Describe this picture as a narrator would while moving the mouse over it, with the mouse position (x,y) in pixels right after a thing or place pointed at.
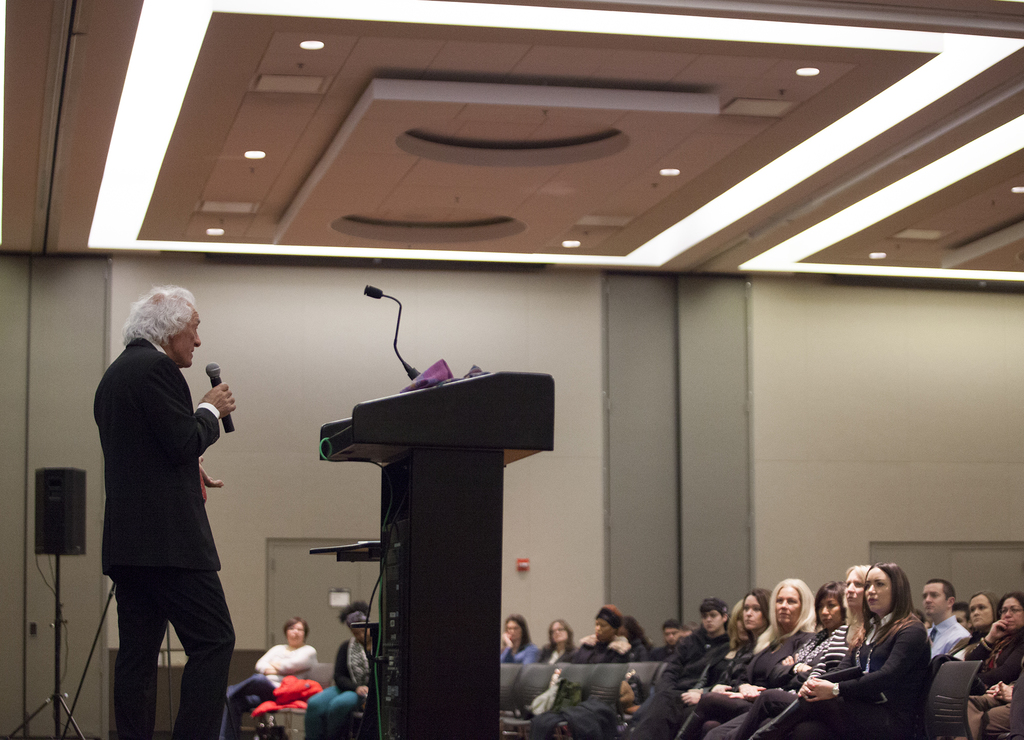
In this image on the left side (146,454) there is one person (144,316) who is standing and he is holding a mike (216,371) it seems that he is talking. In front of him there is one podium (393,438) and mike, and on the right side (895,670) at the bottom (804,667) there are some people (689,668) who are sitting on chairs (955,667). In the background (357,524) there is a wall (32,588), speaker (71,543), pole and wires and also there are two doors (307,586). On the top (364,118) there is ceiling (621,150) and some lights (137,117).
